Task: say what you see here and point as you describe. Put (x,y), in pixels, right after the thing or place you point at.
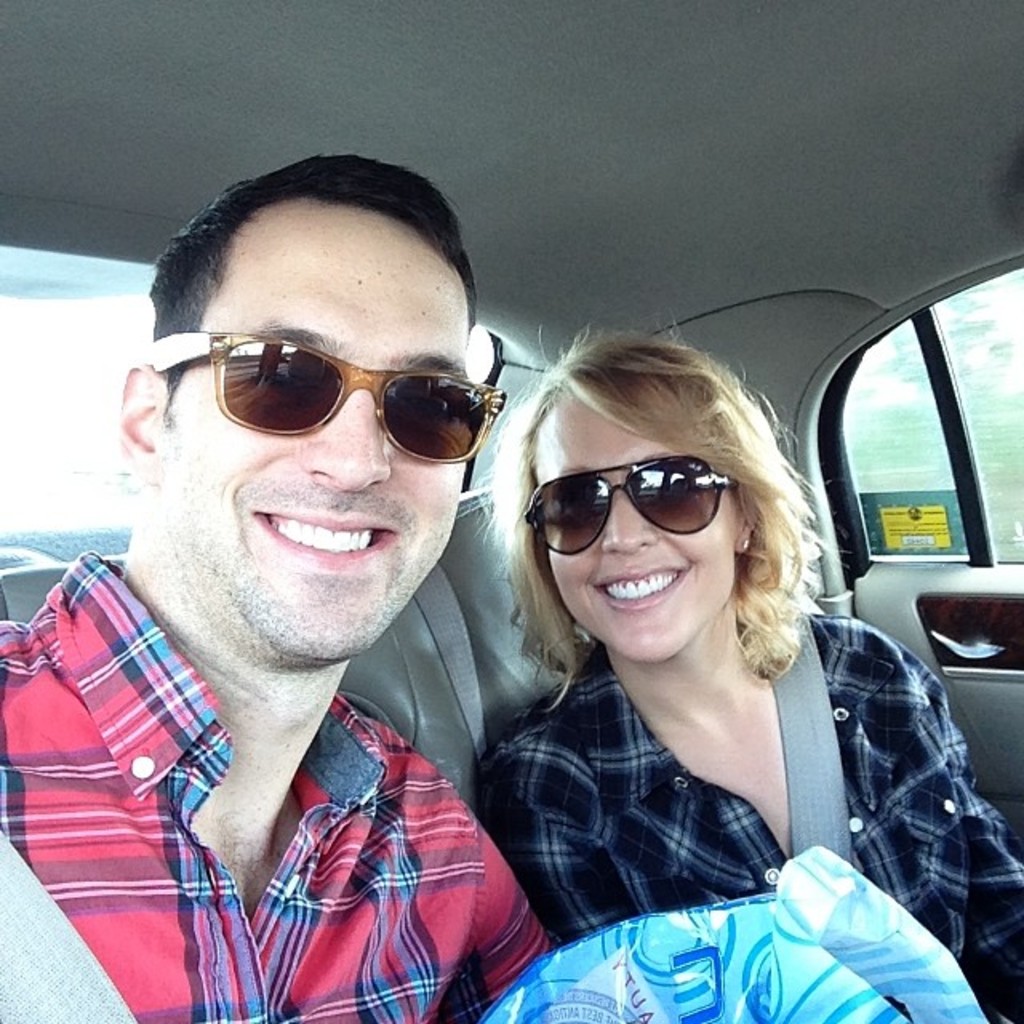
There are two people (86,855) man (86,855) and woman (843,663) sitting in a car (819,733) and smiling.
